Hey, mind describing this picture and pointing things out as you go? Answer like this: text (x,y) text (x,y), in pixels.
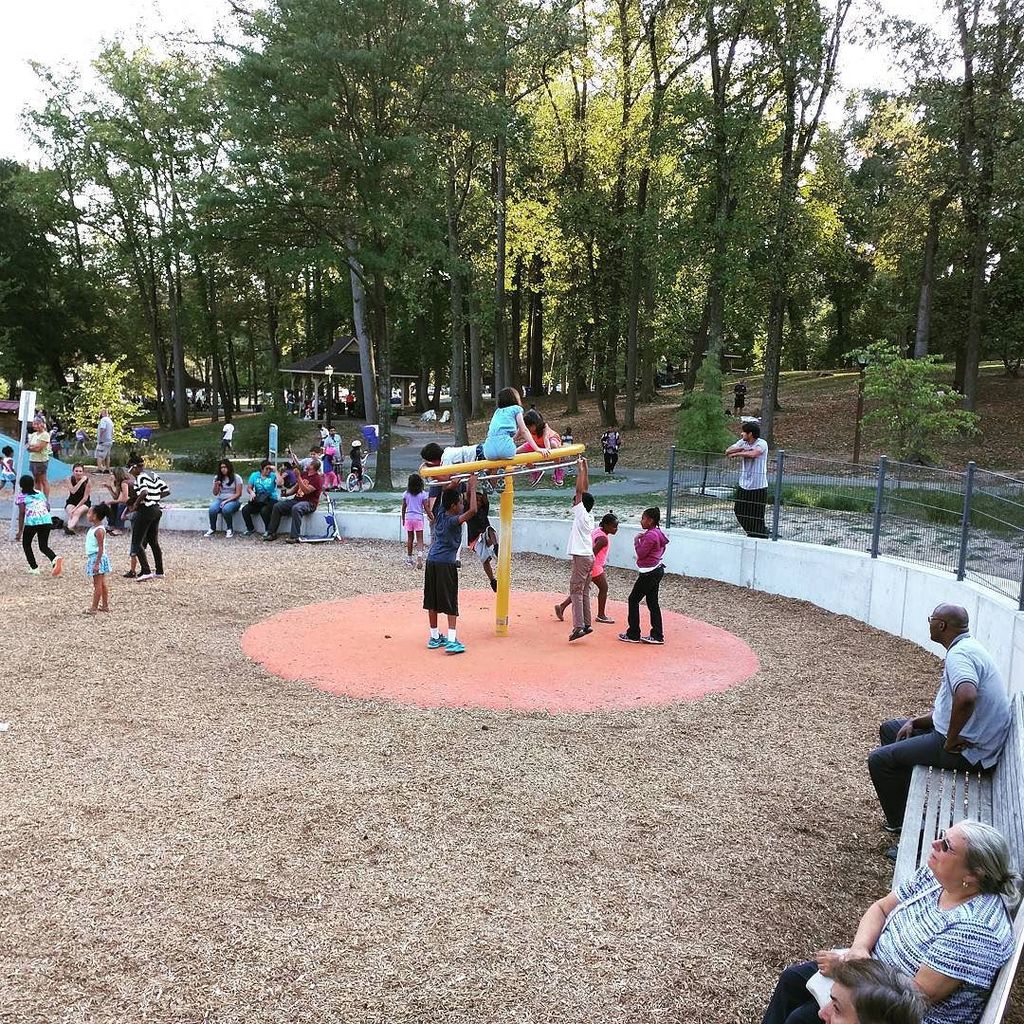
In this image, we can see some people (452,619) standing and at the right side (914,744) there are some people (885,784) sitting on the bench (939,792), we can see some green color trees (570,109).
